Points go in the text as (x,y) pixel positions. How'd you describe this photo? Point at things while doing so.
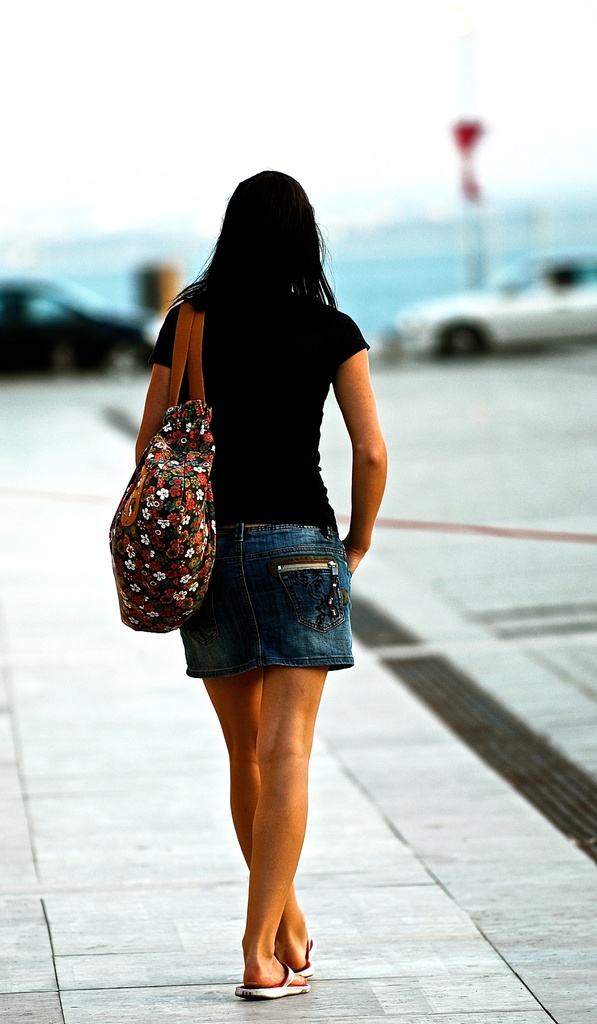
In this picture we can see a woman (288,560) Standing and carrying a carry bag (211,535), in background (507,335) we can see two cars (436,322) one is white color and one is black color and also we can see water (346,307) in the background (377,297).
